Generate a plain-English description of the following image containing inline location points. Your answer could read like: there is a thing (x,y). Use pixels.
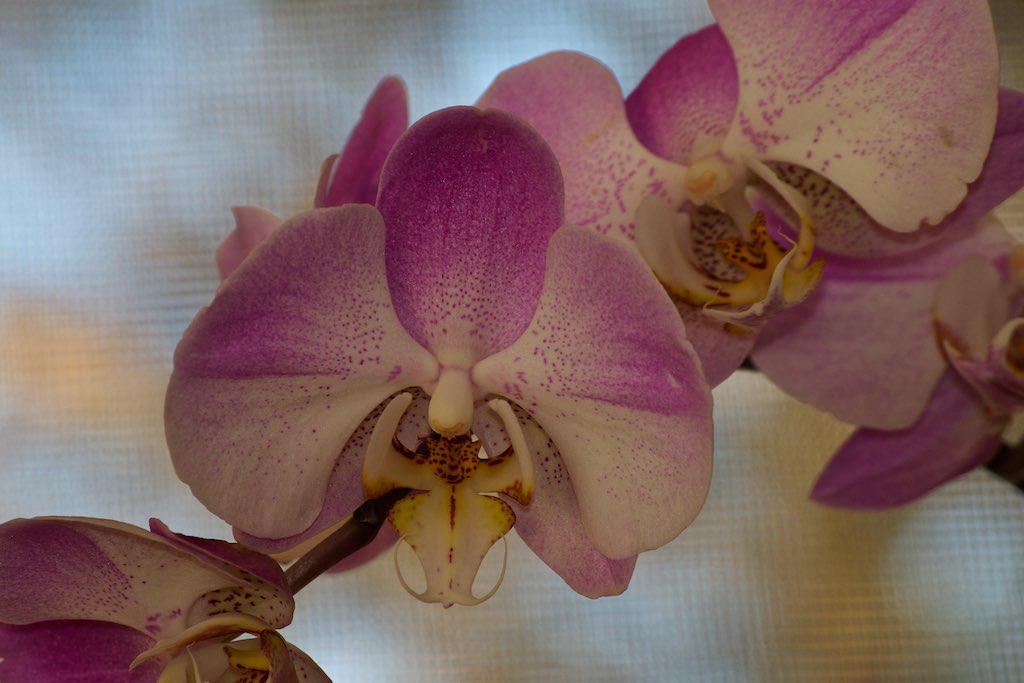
In the picture we can see a stem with a flowers (579,427) which are pink in color with some part white.
